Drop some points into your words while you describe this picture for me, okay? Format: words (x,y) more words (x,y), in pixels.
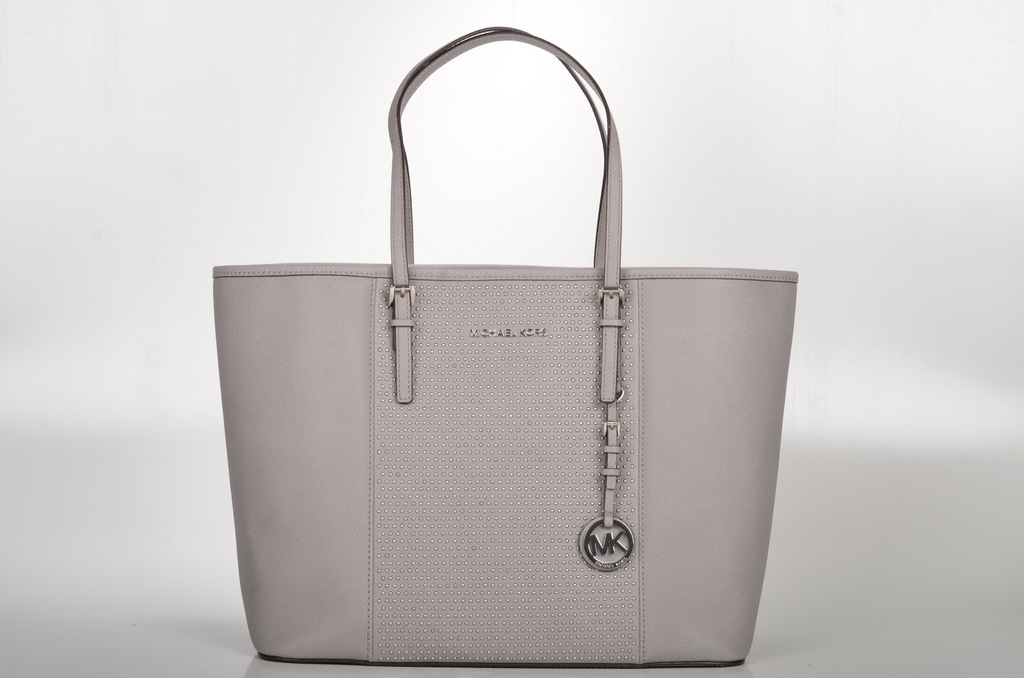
In this image, a handbag (281,614) is there of ash in color which is kept on the floor (837,579). This image is taken inside a room (246,260).
